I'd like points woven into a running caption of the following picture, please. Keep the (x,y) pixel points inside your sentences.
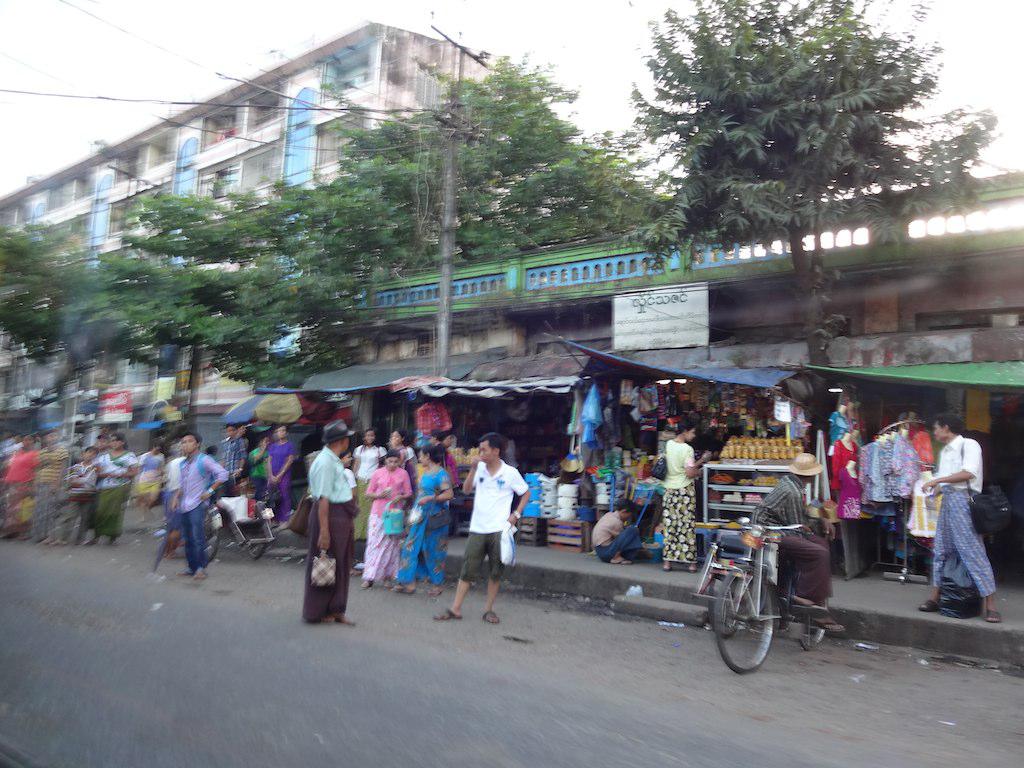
In this picture there are people (490,447) in the center of the image (371,485) and there are stalls (435,430) and posters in the image and there is a building (403,99), trees (558,145), and wires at the top side of the image (653,165), it seems to be the road side view, there is a bicycle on the right side of the image (778,595).
